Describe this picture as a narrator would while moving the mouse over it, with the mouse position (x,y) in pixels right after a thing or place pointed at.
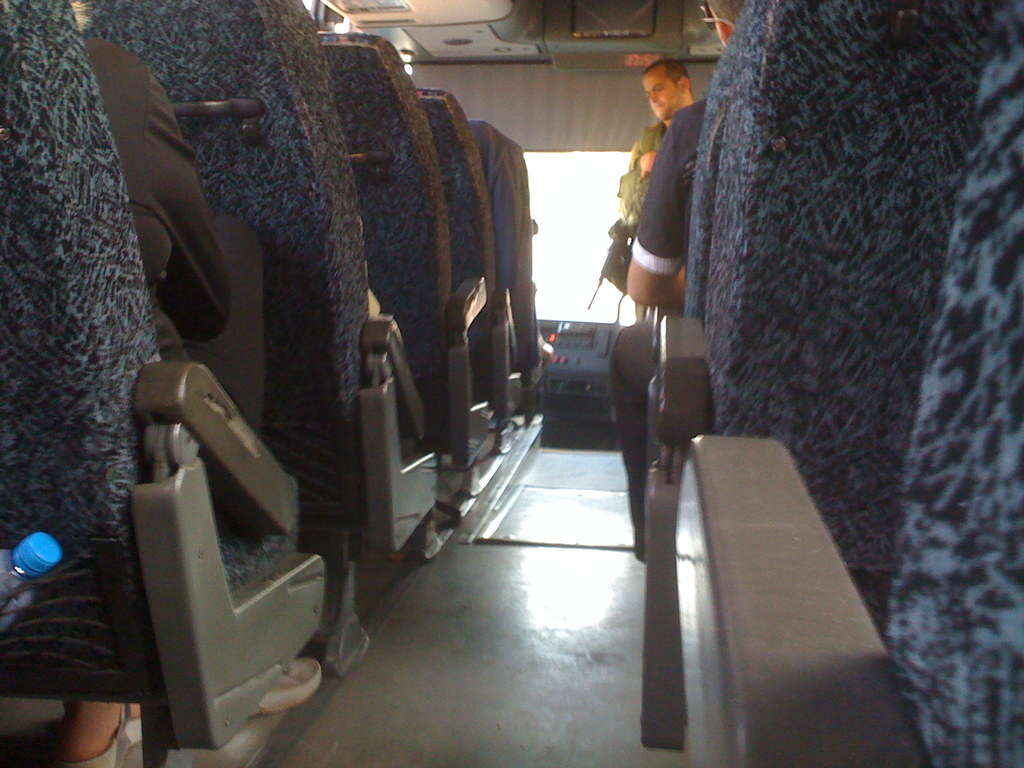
The image is taken in the bus (585,379). In the center of the image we can see a man (683,79) standing. There are seats (497,434) and we can see people (637,373) sitting in the seats (295,355). On the left (18,611) there is a bottle (18,554).
